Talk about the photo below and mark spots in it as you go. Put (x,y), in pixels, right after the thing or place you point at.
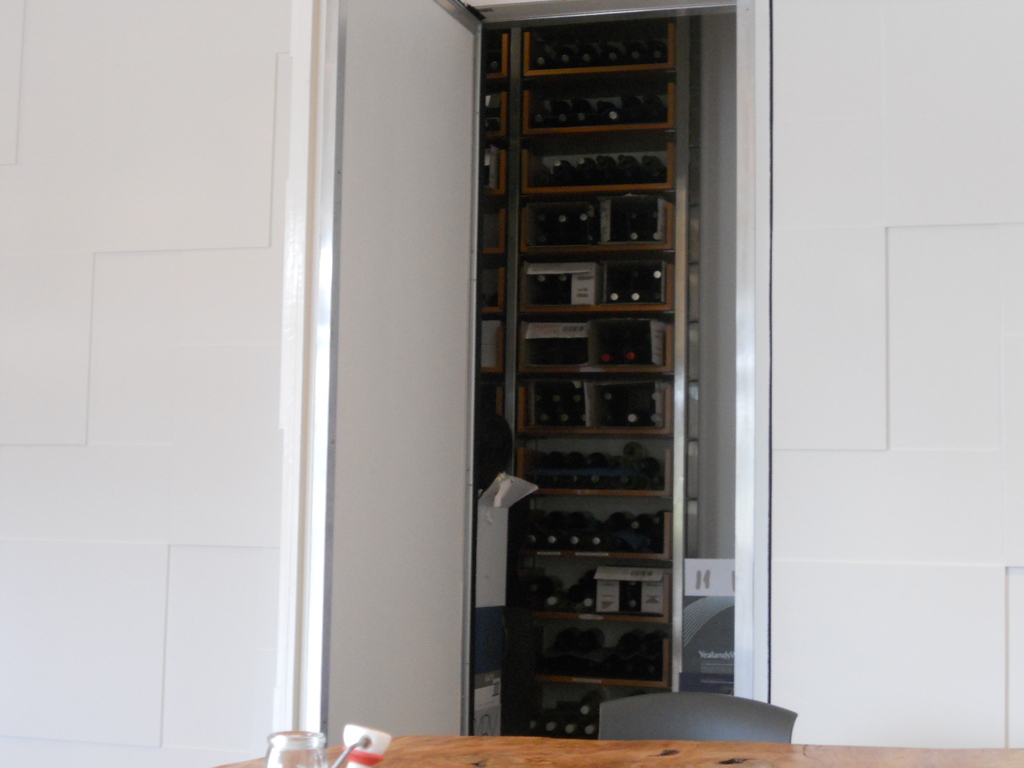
In this image we can see the wooden table (460,746) upon which we can see the glass (295,749) and some object (359,749) are placed. Here we can see the chair (646,729) and the white color wall (163,210). In the background (652,376), we can see many bottles (579,356) are kept on the shelves (672,82).
